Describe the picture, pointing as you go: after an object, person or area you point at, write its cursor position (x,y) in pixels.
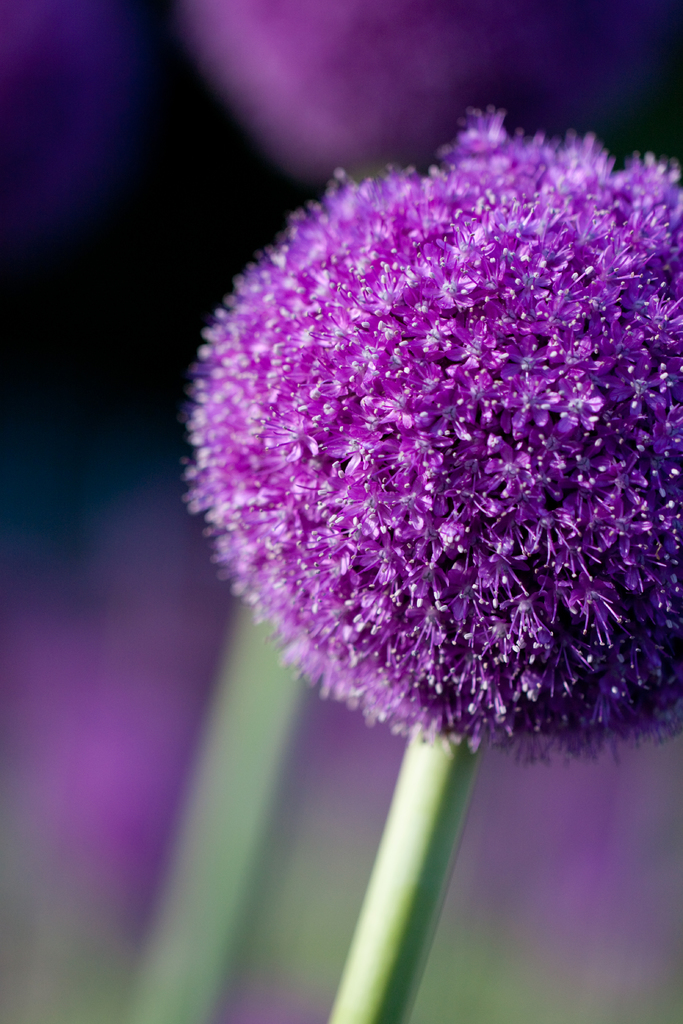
In the picture I can see something looks like a flower (533,698) which is purple in color. The background of the image (118,880) is blurred.
